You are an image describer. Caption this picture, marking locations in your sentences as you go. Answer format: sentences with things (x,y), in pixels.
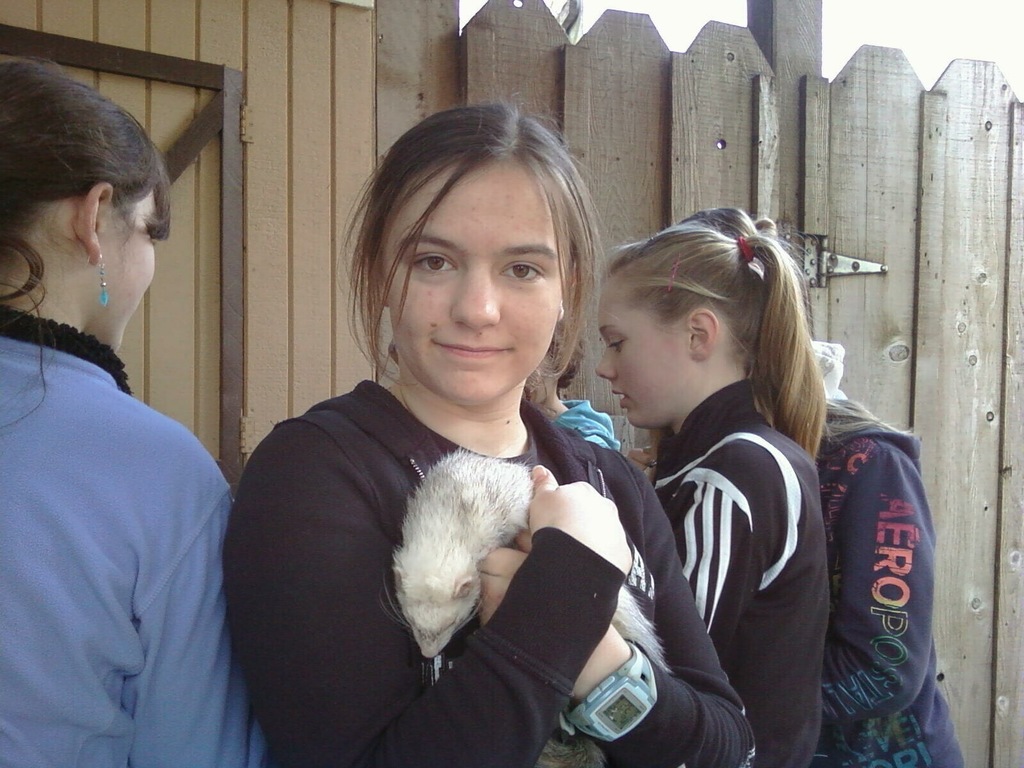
In this image we can see a few persons (371,468), among them one person (350,534) is holding an animal (452,553), in the background (684,197) we can see the wall (627,124) and metal rods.
